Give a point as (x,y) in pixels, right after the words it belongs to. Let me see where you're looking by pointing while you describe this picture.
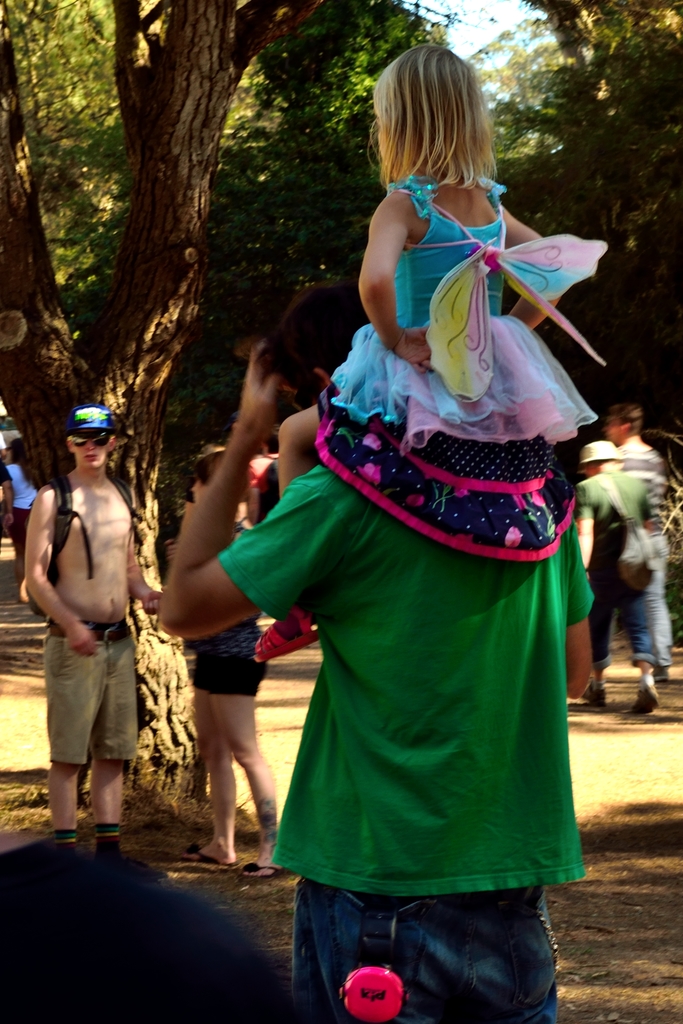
In this picture we can see some people (373,624) are standing, on the right side (590,612) there is a person (616,537) walking, a person (510,618) in the front (485,604) is carrying a kid (460,232), in the background (92,232) there are some trees (511,198), we can see the sky (500,31) at the top of the picture (502,23).
